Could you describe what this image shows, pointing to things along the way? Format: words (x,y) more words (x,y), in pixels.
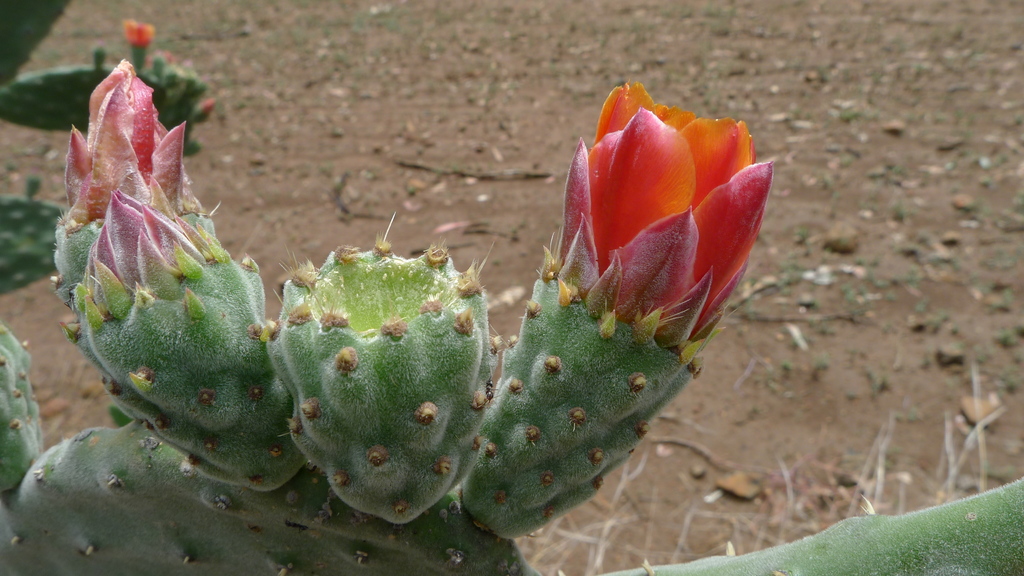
Bottom of the image (99,467) there are some plants (71,136). Behind the plants (88,556) there is sand (305,100).
